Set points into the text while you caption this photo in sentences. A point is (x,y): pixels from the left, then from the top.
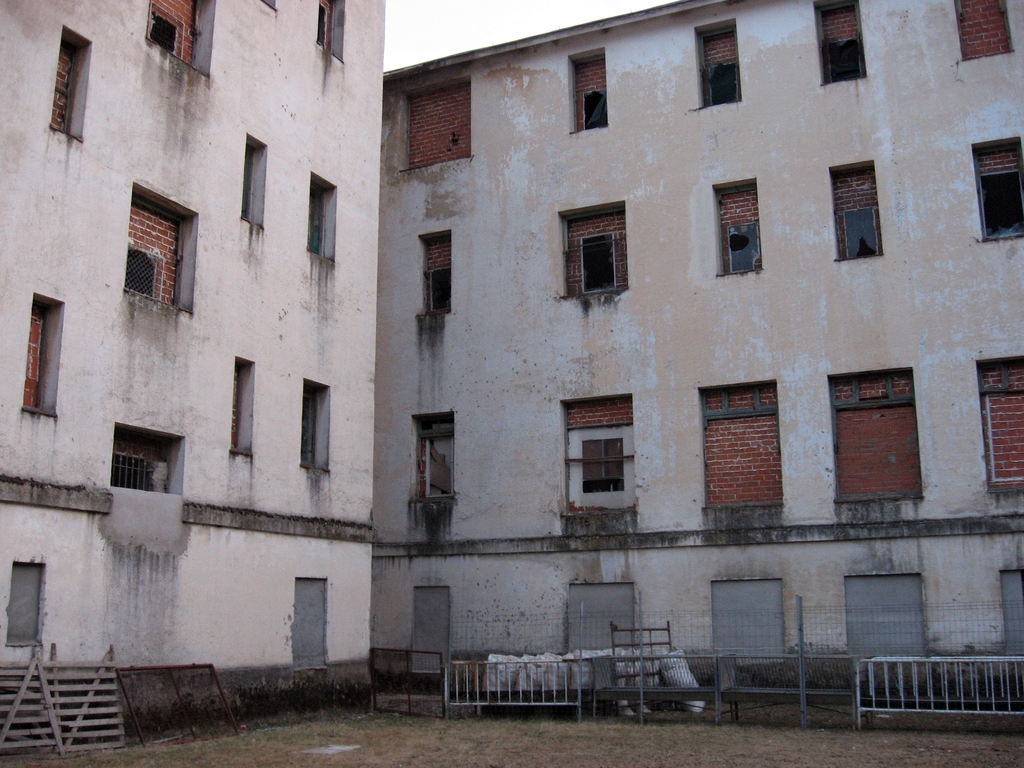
In this image, I can see two buildings (296,309) with the windows (718,395). At the bottom of the image (926,684), there are wooden fence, iron gates (405,674), barricades (676,701) and few other objects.
